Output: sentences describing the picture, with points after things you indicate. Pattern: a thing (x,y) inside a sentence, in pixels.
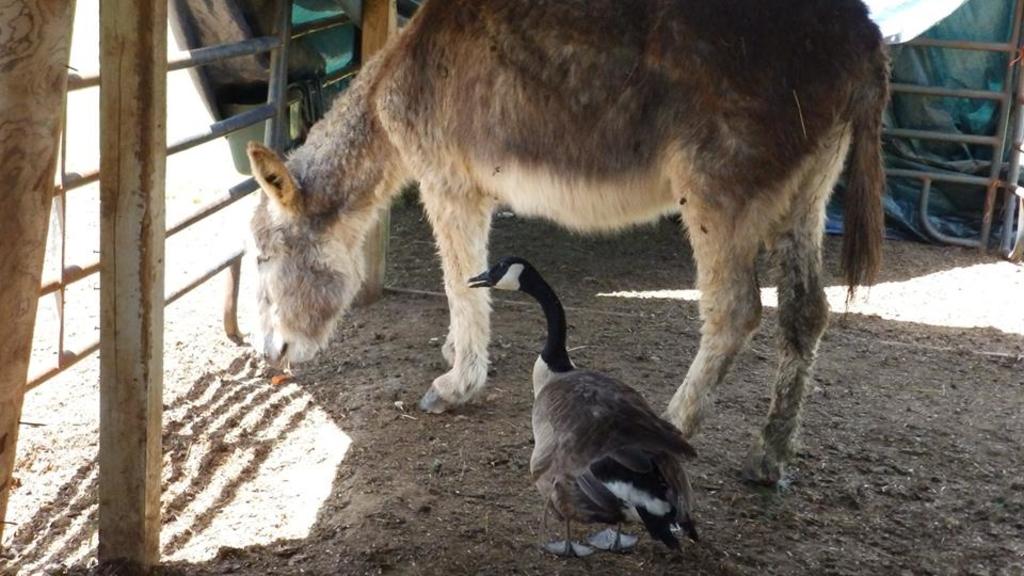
In this image, we can see an animal (477,361) and a bird (562,451). We can see the ground (302,436) and the fence (200,220). We can also see the cover (965,34) and a pole (112,90). We can also see an object (4,461) on the left (23,385).
